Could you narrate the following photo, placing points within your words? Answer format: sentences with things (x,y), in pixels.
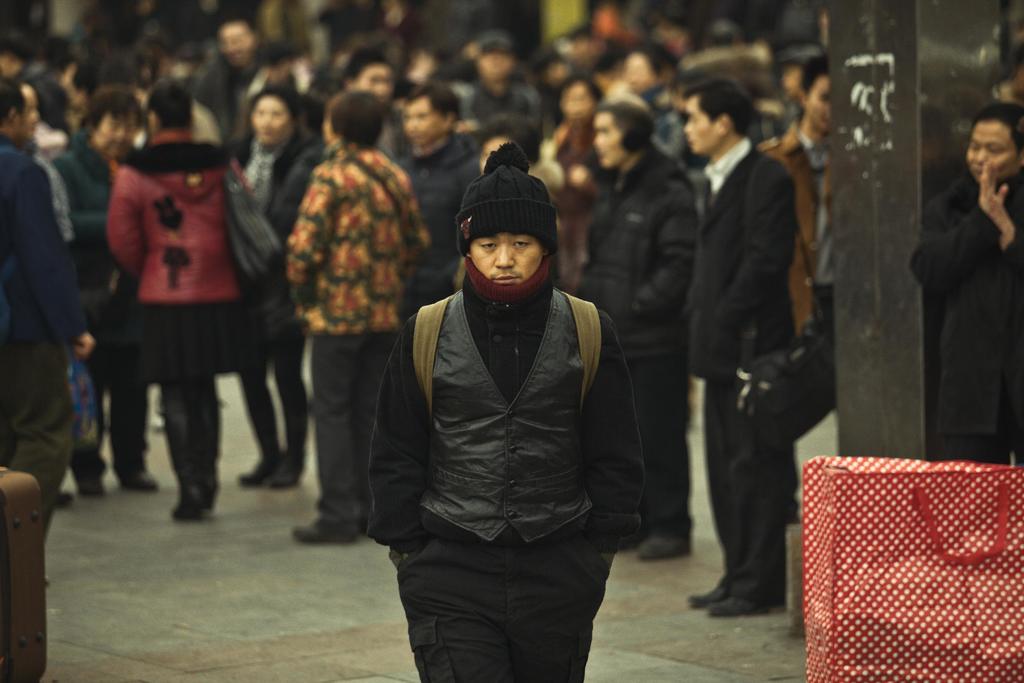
Here in this picture in the middle (517,346) we can see a person (491,400) walking on the ground (793,665) and we can see he is wearing a jacket (510,439), carrying a bag (592,354) and wearing a cap (472,204) on him and beside him we can see a bag (812,682) present and behind him we can see number of people (208,242) standing and walking on the ground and we can see most of them are wearing coats (606,256) and jackets (602,259) and carrying bags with them and on the right side (840,71) we can see a pillar (836,115) present.
